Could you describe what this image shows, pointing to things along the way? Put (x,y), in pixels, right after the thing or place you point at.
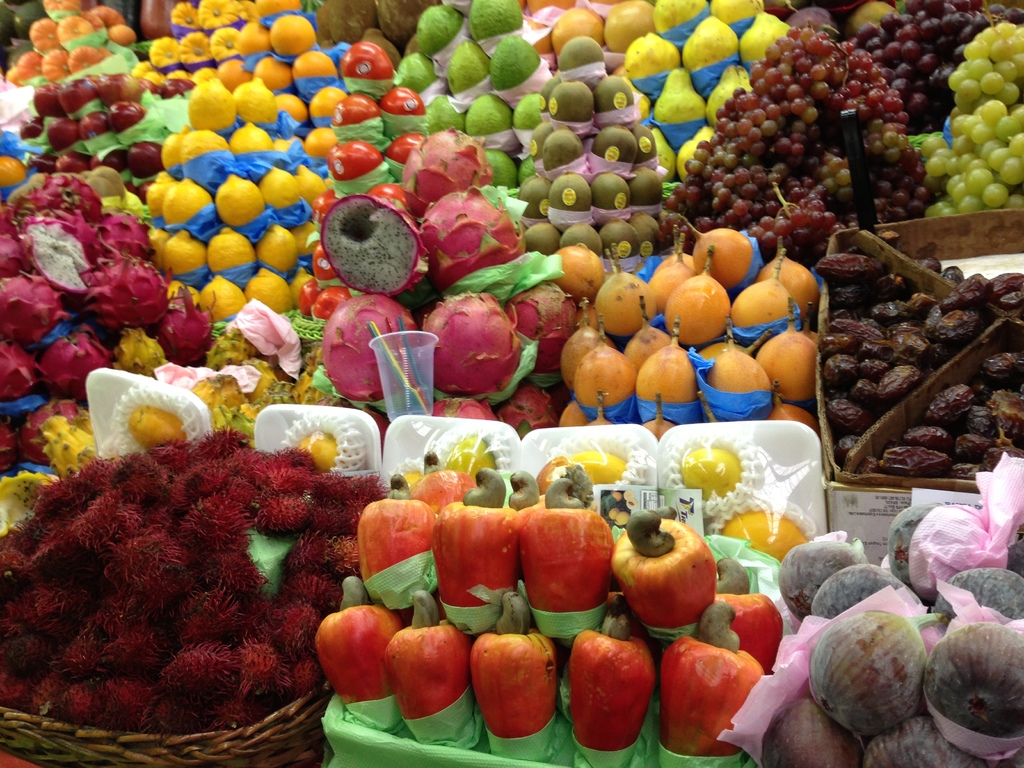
In the given picture, I can see a numerous fruits (179,563).
